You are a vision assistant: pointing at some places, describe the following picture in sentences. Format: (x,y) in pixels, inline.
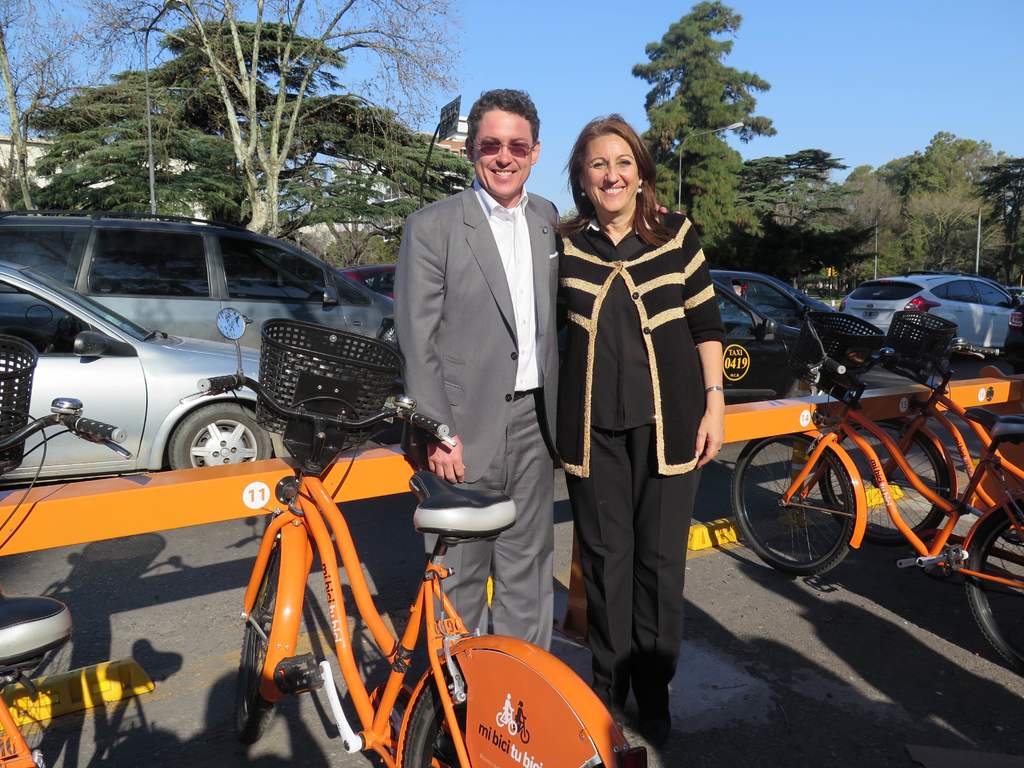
There is a man (491,106) and a woman (590,592) standing on the road (848,737) and they are smiling. Here we can see bicycles (938,391) and cars (250,358). In the background (259,224) there are trees (734,229), poles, board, building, and sky (569,99).
